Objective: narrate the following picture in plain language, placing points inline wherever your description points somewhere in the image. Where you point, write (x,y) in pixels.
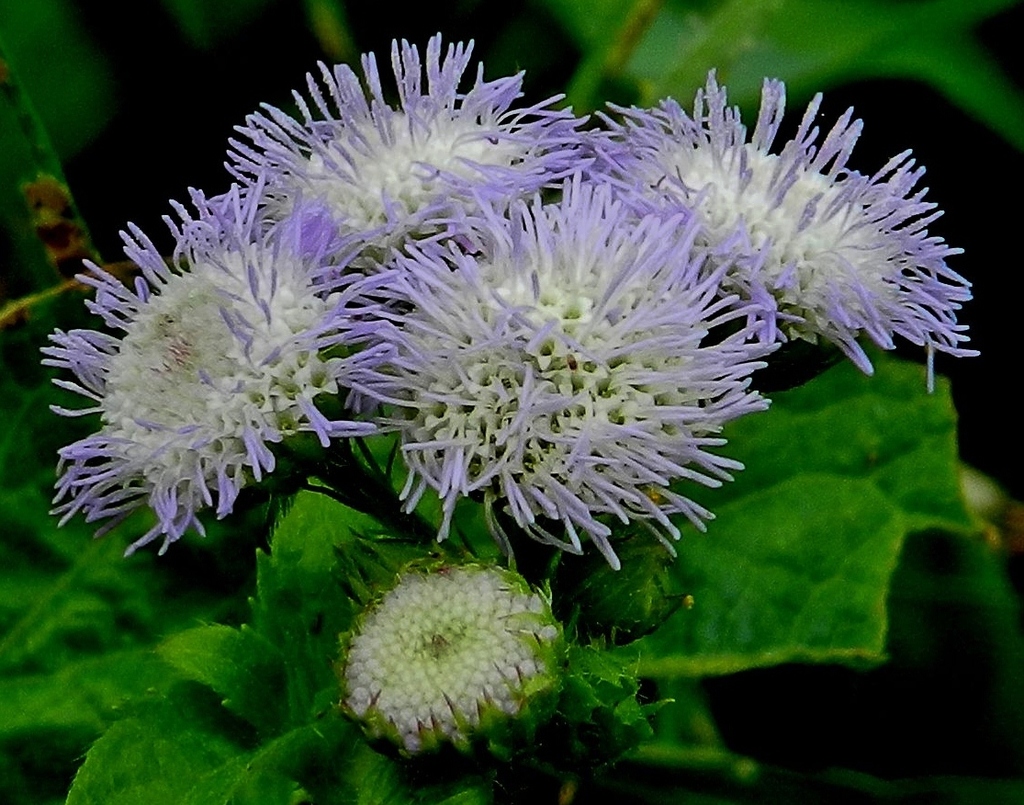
In the picture I can see some flowers (463,294) which are in violet color and there are some leaves (287,509) which are in green color.
